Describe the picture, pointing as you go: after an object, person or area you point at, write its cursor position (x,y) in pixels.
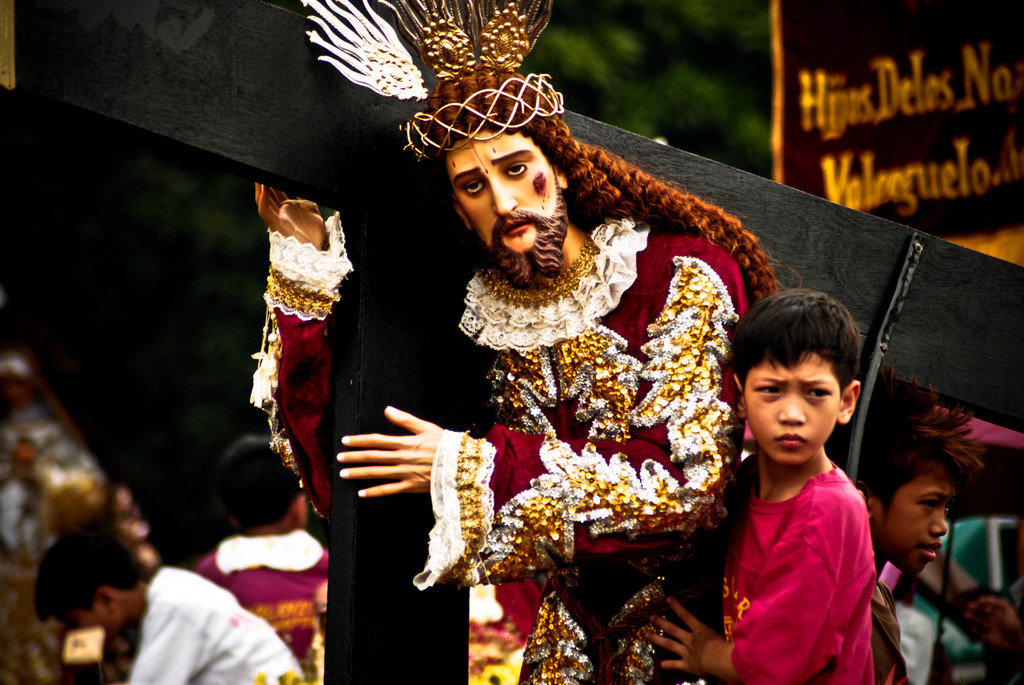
In this image I can see group of people (931,514). In front (801,593) the person (814,553) is wearing pink color shirt (805,571) and the person (705,487) at left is wearing maroon color dress (622,476). In the background (892,24) I can see the banner (866,108) and few trees (660,53) in green color.
